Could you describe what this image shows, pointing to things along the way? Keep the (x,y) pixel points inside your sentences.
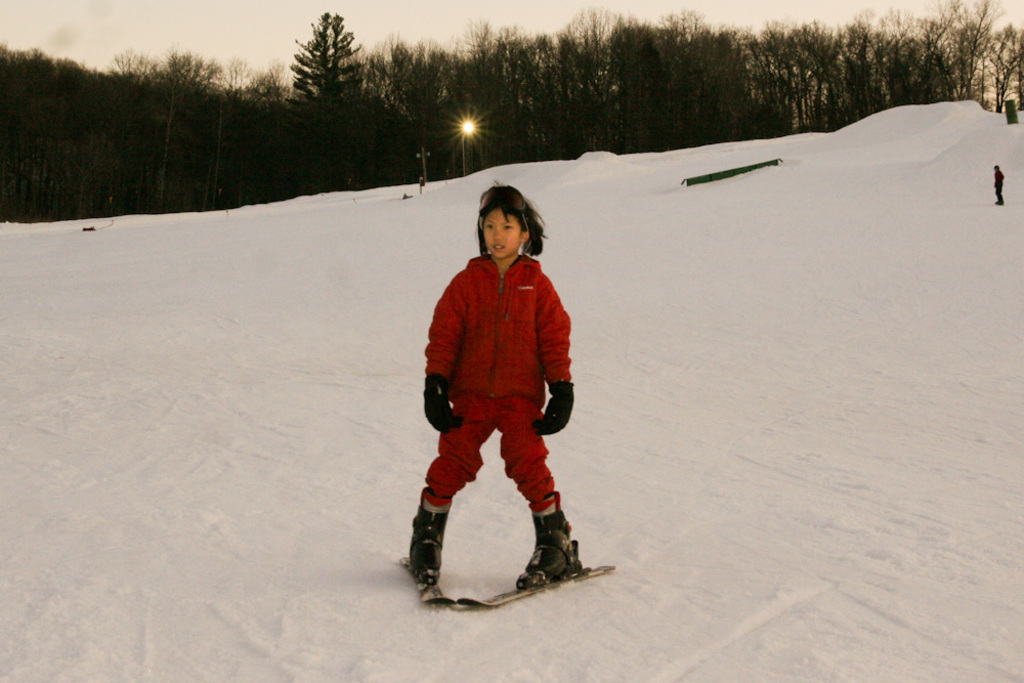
In this picture we can see the boy (494,398) wearing red jacket (502,339), ski shoes (430,547) and standing on the snow ground (505,576). Behind there are some trees (147,202).
